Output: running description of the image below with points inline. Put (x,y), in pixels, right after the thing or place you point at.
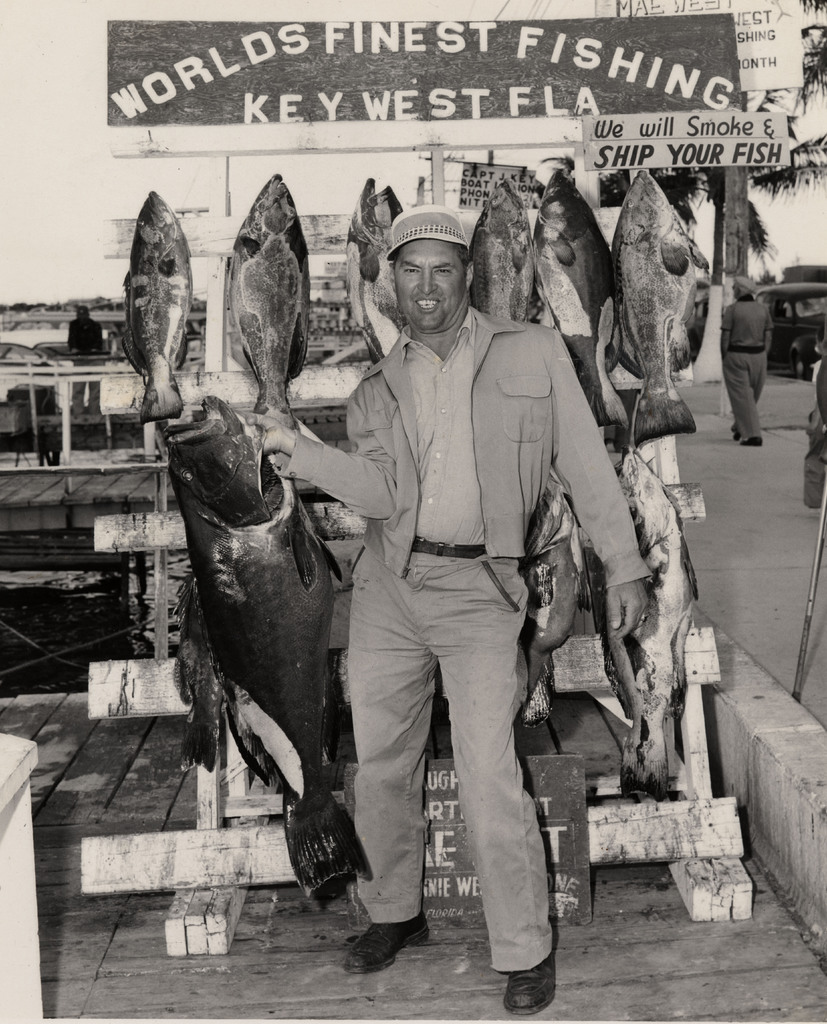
I see this is a black and white image and I see a man (408,284) over here who is smiling and I see that he is holding a fish (291,591) and I see few more fishes (264,308) over here and I see boards (312,81) on which there is something written and I see the path (708,598) and I see another person (733,387) over here and I see a car (788,339) over here.
